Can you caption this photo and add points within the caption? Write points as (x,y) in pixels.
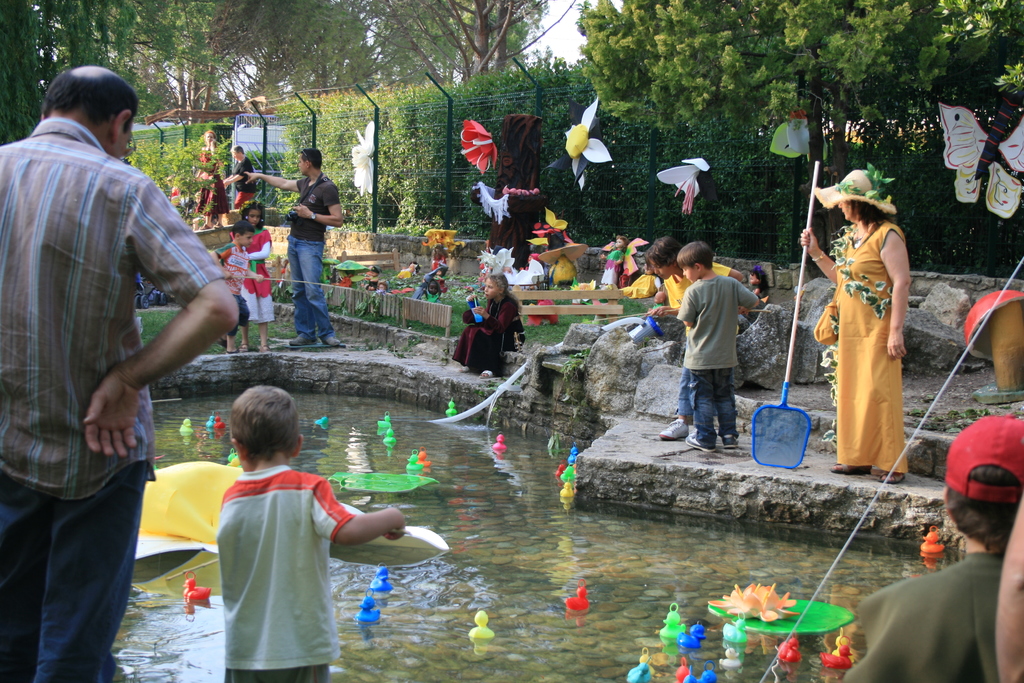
In this image I can see the group of people (314,295) with different color dresses (886,362). I can see one person (849,424) is holding the stick (794,345). I can see the water (589,646) in-front of these people (673,292). On the water (536,542) I can see many toys (479,635) which are colorful. In the background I can see the fence (448,190), many trees (426,55) and the sky (562,45).
